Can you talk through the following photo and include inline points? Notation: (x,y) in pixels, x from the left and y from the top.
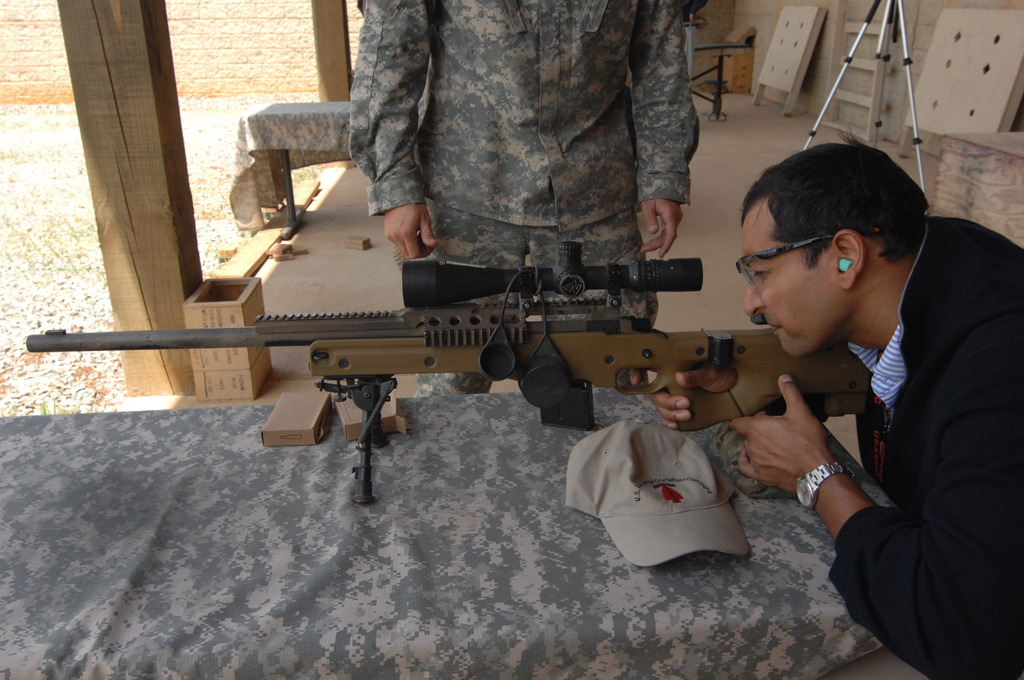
In this image I see a man (980,544) who is holding a gun (489,346) which is on a table (165,489) and I see a cap (582,478) over here and I see a person (459,183) over here who is wearing army uniform (424,136). In the background (797,52) I see a tripod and I see the path (768,111) and I see few things (783,50) over here.
